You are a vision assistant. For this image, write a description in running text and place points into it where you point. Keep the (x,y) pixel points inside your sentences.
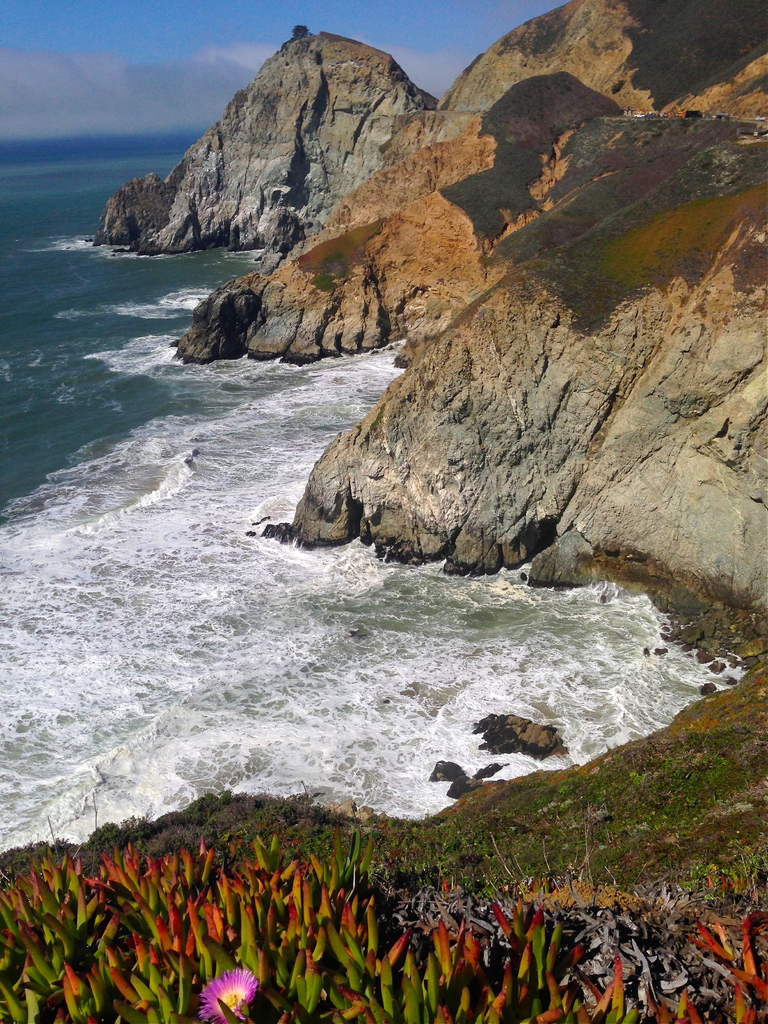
In this picture there are rock hills (442,347) towards the right (654,291). Beside it there is water (3,527). At the bottom (297,959) there are plants (331,962) with flowers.
